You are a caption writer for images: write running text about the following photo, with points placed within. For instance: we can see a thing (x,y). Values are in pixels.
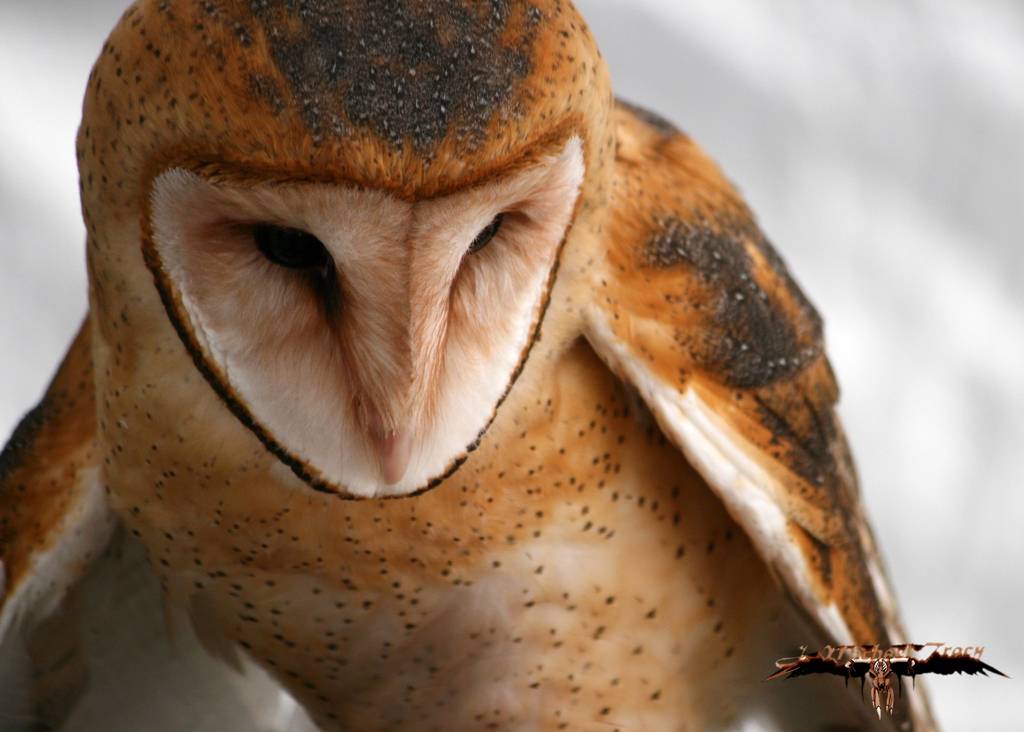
In this image we can see there is a bird (772,392) in the foreground (711,363) and the bird (348,111) is looking at some one.
